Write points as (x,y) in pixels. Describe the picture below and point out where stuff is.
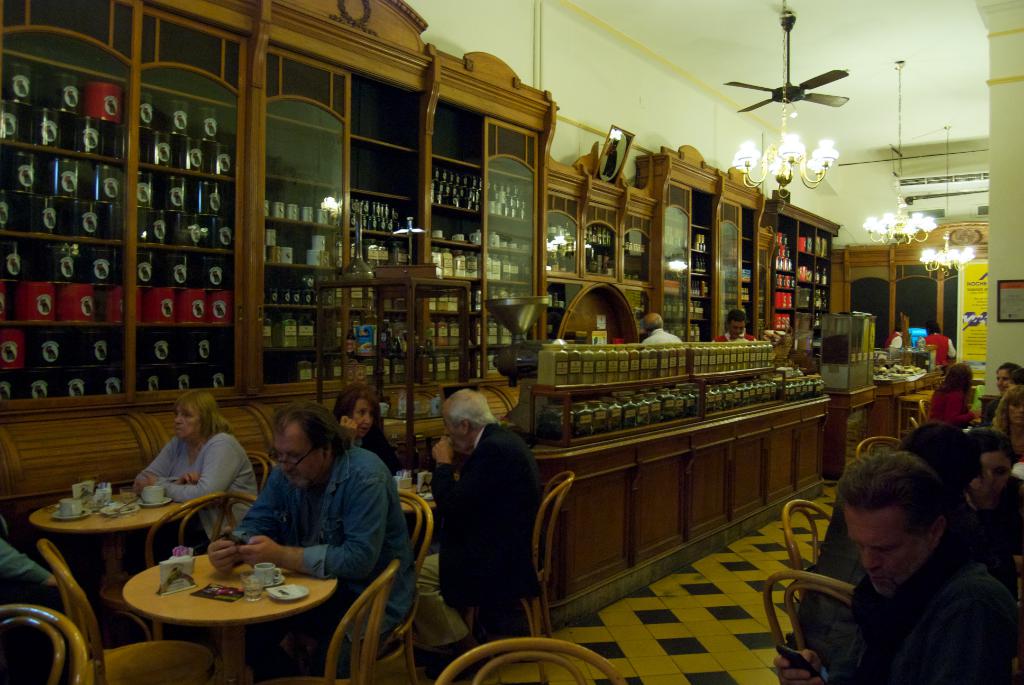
There are few people (363,530) sitting on the chairs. This is a table (237,613) with cups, plate (118,507) and few other things (254,585) on it. These are the racks (459,220) with bottles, tins (779,270) and few other objects (445,257) inside the rack (497,254). This is a ceiling fan (780,94) and these are the lights (795,160) hanging to the rooftop (874,30). I can see three people (936,343) standing. These are the bottles (680,368) and jars (627,413) arranged in an order. I can see a photo frame (607,152) placed above the rack (604,203). These are the glass doors (299,207) which are used to close the door (347,182). I can see a frame (1008,282) attached to the wall (1002,277). This looks like a banner (965,328) which is yellow in color.
